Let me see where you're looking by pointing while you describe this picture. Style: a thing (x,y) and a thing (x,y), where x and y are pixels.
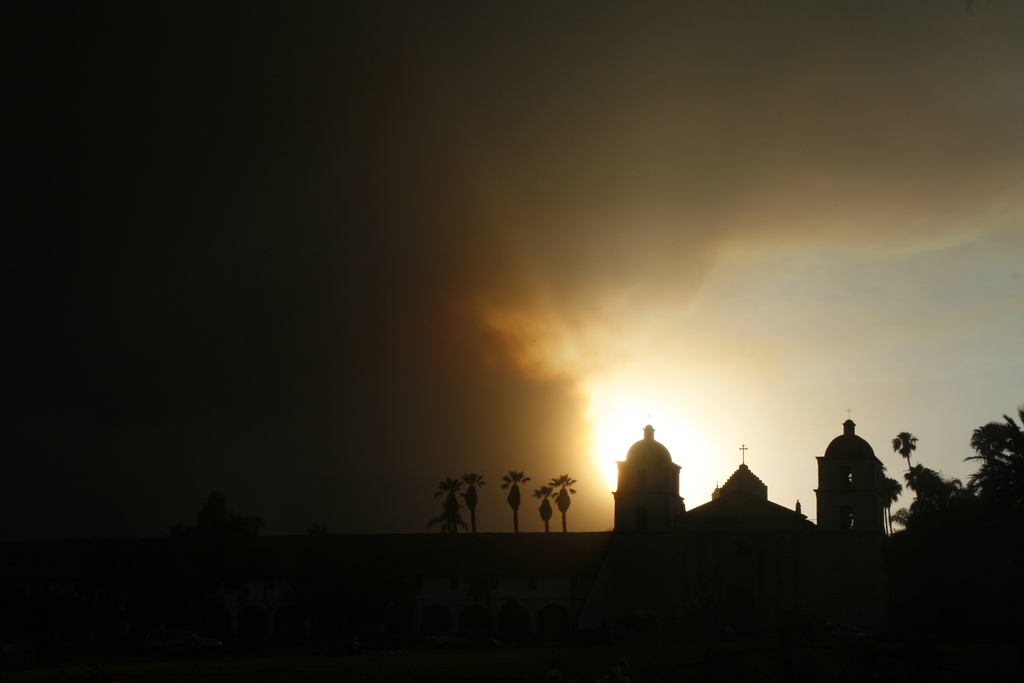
In this image there is church (776,529) and trees (455,519), in the background (399,369) there is a sunset (591,373).
